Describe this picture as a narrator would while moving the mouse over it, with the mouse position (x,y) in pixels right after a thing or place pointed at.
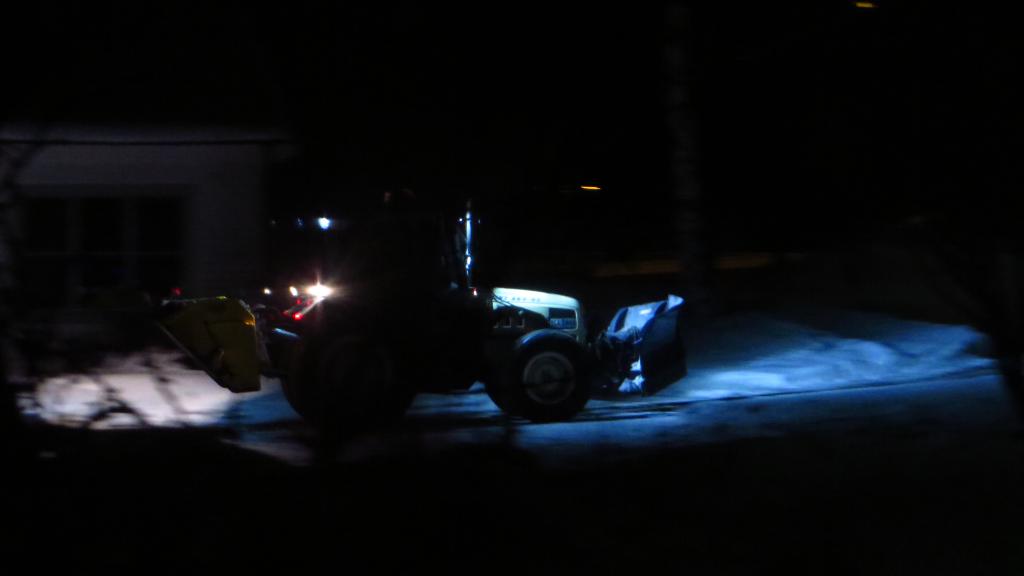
In this image we can see a vehicle (429,322). There are few lights (301,303) attached to the vehicle (324,313). There is a snow (856,364) in the image. There is a house (177,176) in the image. There is a plant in the image. There is a dark background in the image.
